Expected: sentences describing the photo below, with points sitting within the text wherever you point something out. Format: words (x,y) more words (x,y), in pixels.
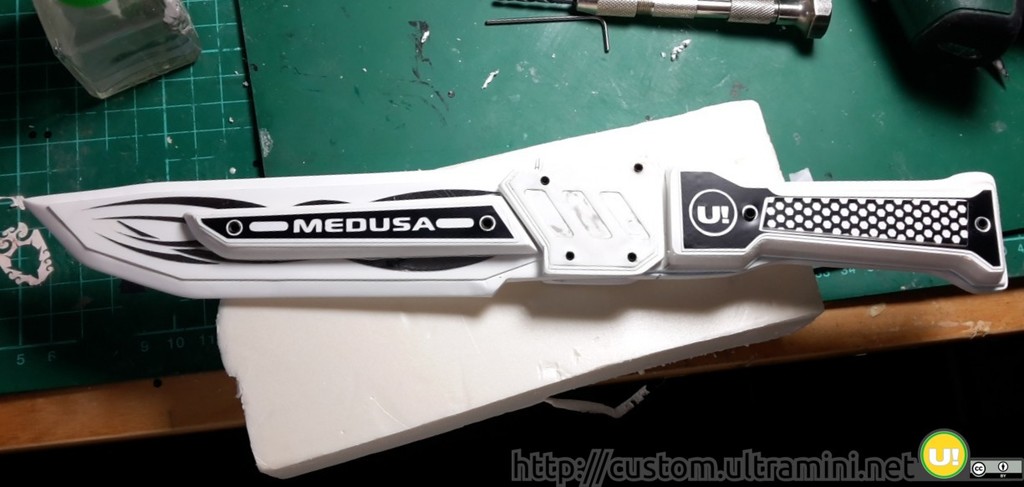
In this image we can see a knife (384,288).
